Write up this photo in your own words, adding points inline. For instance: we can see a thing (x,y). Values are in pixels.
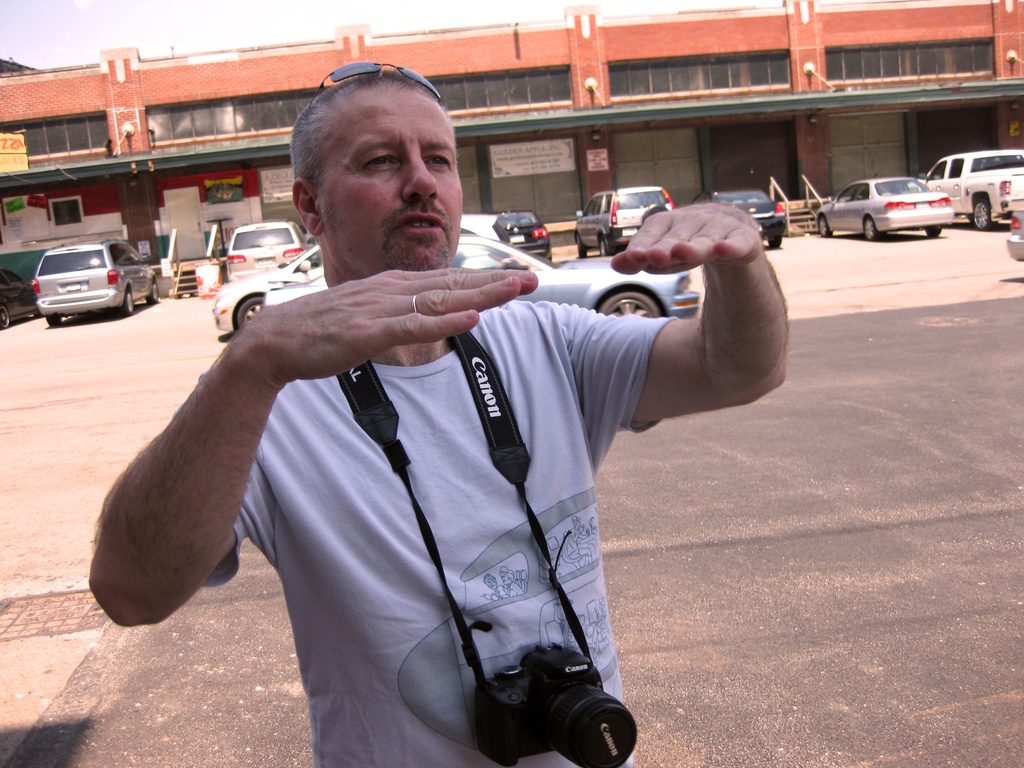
There is a man (428,369) standing and talking. In the background (541,200) we can see cars (245,231), building (748,34), boards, table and sky (390,24).
